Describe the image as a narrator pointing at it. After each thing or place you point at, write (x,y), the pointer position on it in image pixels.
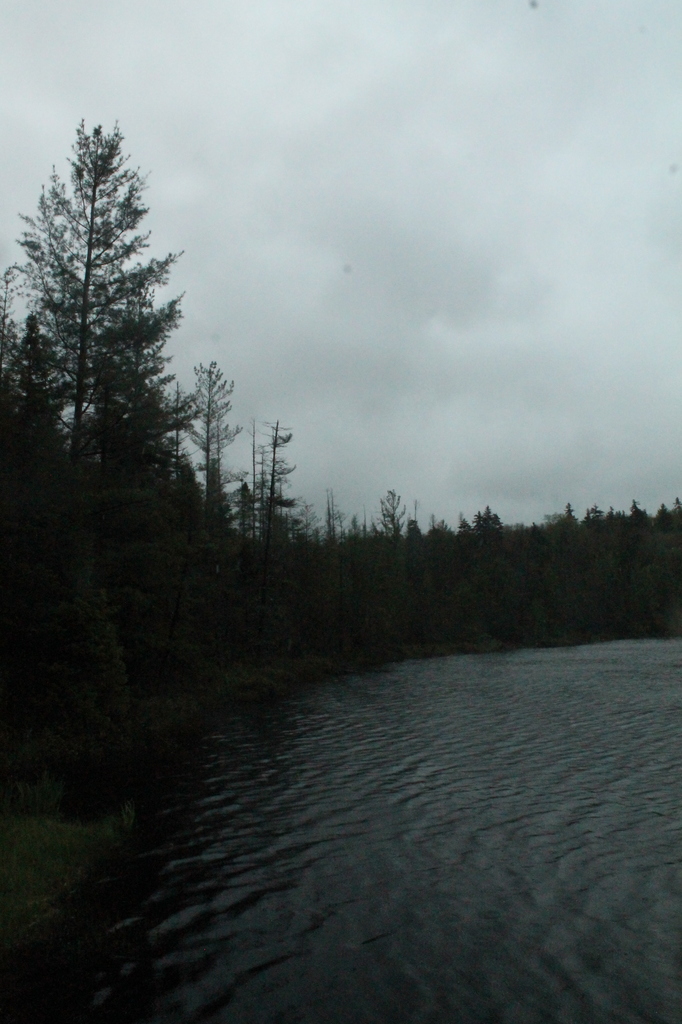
In this picture we can see water (369,798) and trees (426,626) and we can see sky (444,281) in the background (270,297).
